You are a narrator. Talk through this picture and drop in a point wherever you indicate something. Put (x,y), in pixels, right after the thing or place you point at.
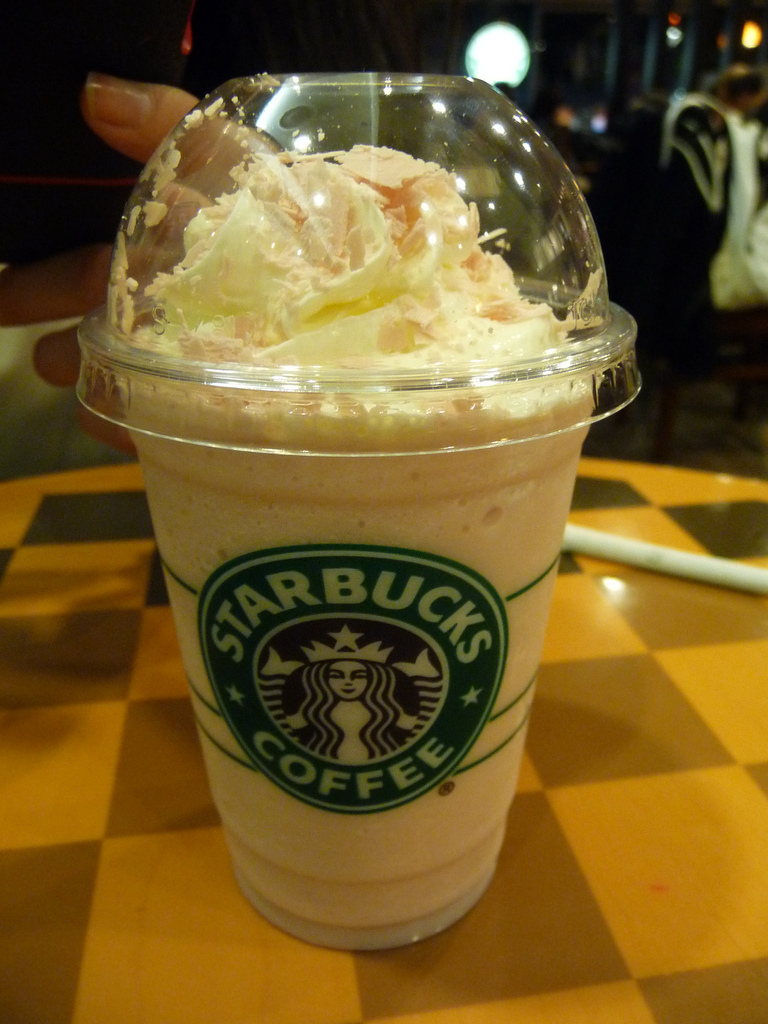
Here I can see a table (81,764). On the table (172,892) there is a glass (352,704) which consists of the ice cream (336,234). On the right side (618,557) there is a straw (644,558) on the table (643,717). Behind the glass (131,270), I can see a person's hand (133,143) holding a black color object (56,131). In the background (509,53) there are few lights (491,66).
